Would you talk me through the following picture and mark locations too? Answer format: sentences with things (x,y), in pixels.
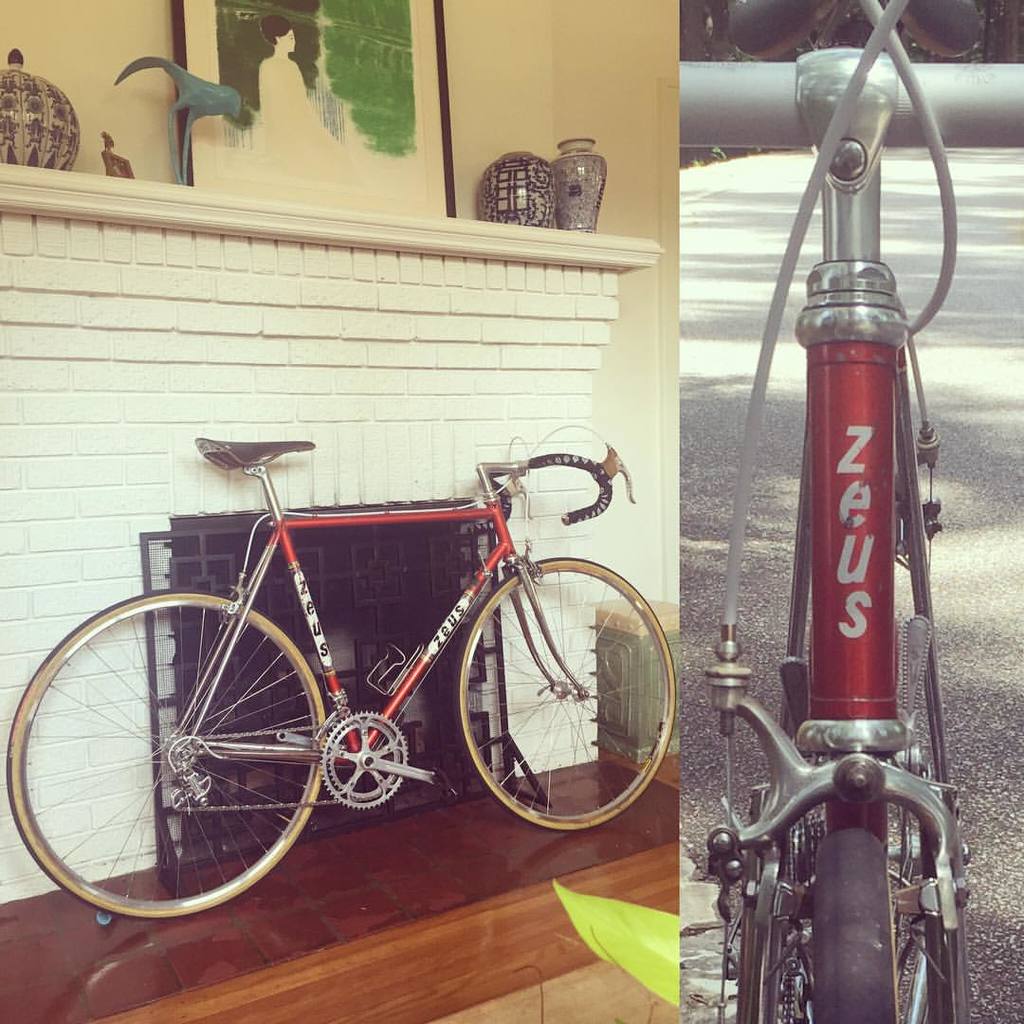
In the foreground (629,659) I can see two bicycles (871,546), wall (306,353), ceramic pots (510,223) and a wall painting (377,4). This image is taken may be on the road (796,165).
